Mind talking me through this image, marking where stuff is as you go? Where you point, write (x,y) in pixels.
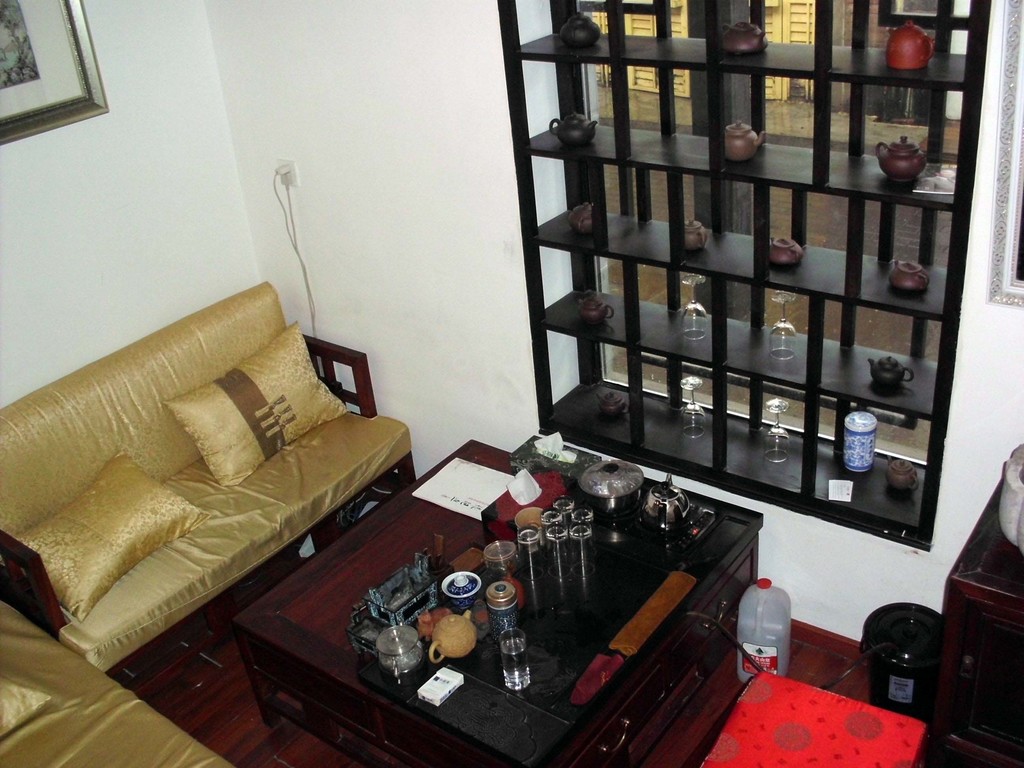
In this picture we can see a sofa (81,724). These are the pillows (330,420). This is table (640,668). On the table (673,708) there are glasses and bottles (512,627). This is floor (225,709). On the background (235,249) there is a wall (226,126) and this is frame (51,105).
